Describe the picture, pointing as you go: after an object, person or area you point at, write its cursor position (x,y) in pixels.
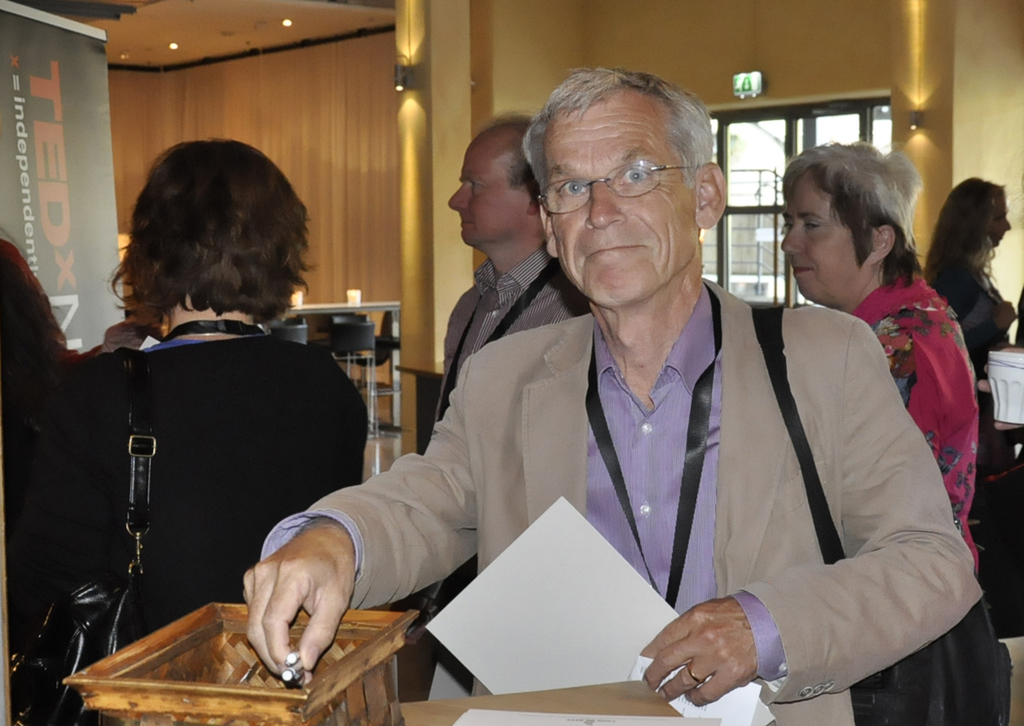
In this image in the foreground (571,406) there is one person (552,435) who is holding papers (624,661) and some objects (287,681), at the bottom (209,696) there is basket (348,668) and table (497,700). On the table (533,709) there are some papers (484,712), and in the background (494,239) there are a group of people (535,272), board (16,49), wall (436,245), windows (749,164), table (394,332) and some objects (356,326).
